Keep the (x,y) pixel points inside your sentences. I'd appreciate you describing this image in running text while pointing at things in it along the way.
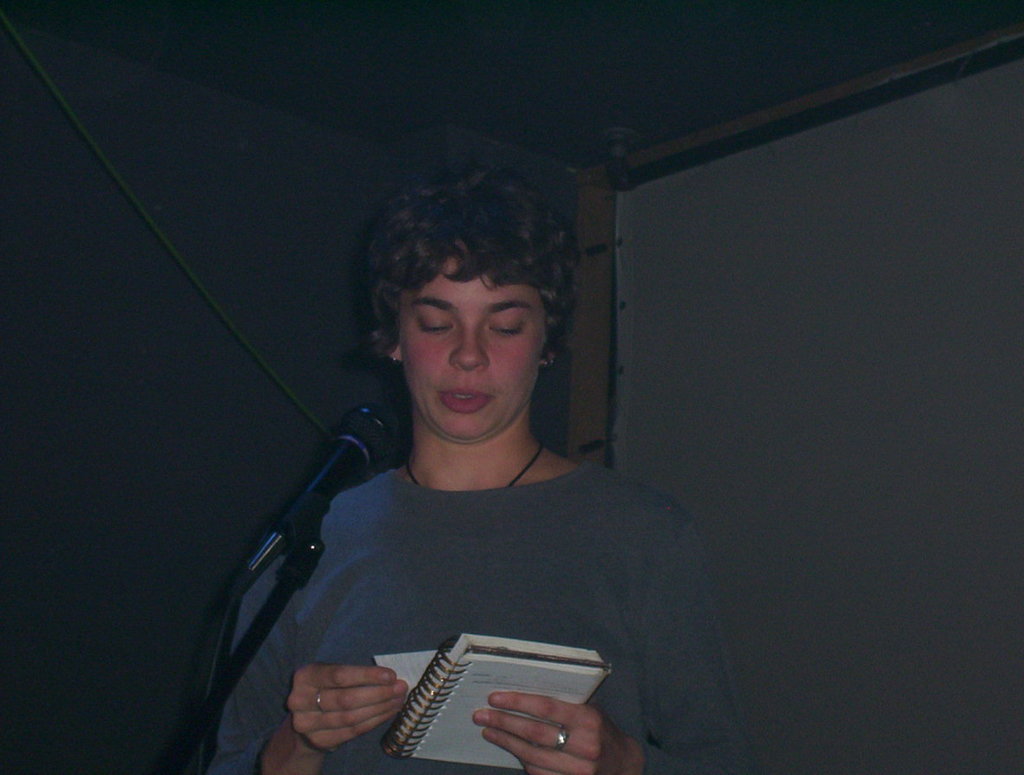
In the image there is a boy (612,744) in grey t-shirt (601,610) holding notebook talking on mic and behind him there is a banner (993,199) on the wall (230,181).
